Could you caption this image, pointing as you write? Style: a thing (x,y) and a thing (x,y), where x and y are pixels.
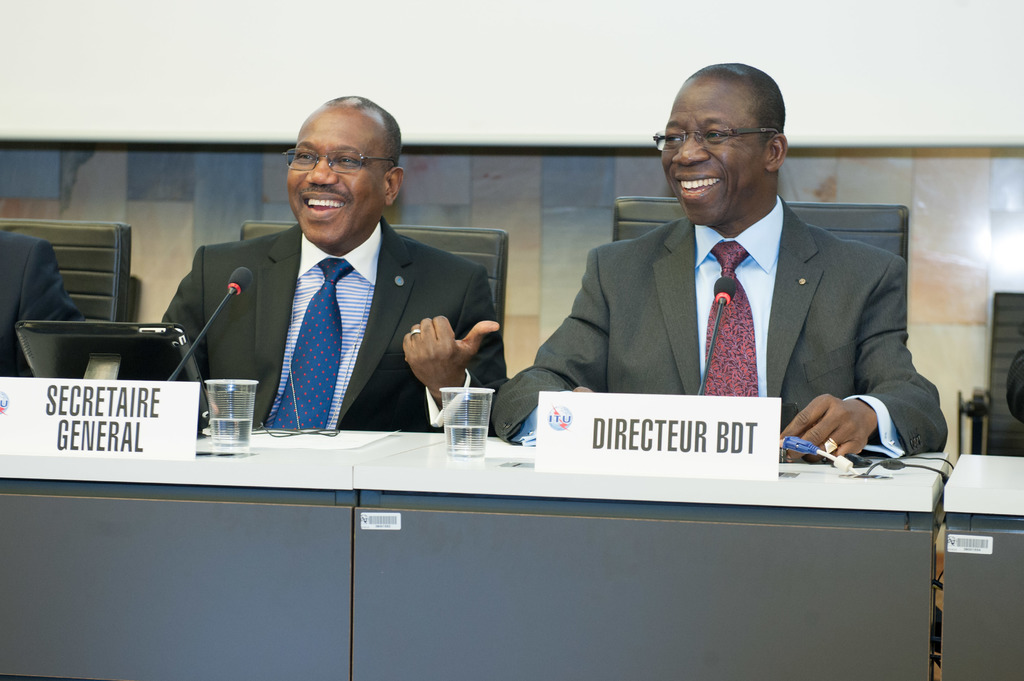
In this image there are few people (614,286) sat on their chairs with a smile on their face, in front of them there is a table (630,443). On the table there is a monitor (151,350), mics (173,372), two glasses (250,391) of water (448,437) and two name plates (98,443). In the background (525,161) there is a wall (472,197).
